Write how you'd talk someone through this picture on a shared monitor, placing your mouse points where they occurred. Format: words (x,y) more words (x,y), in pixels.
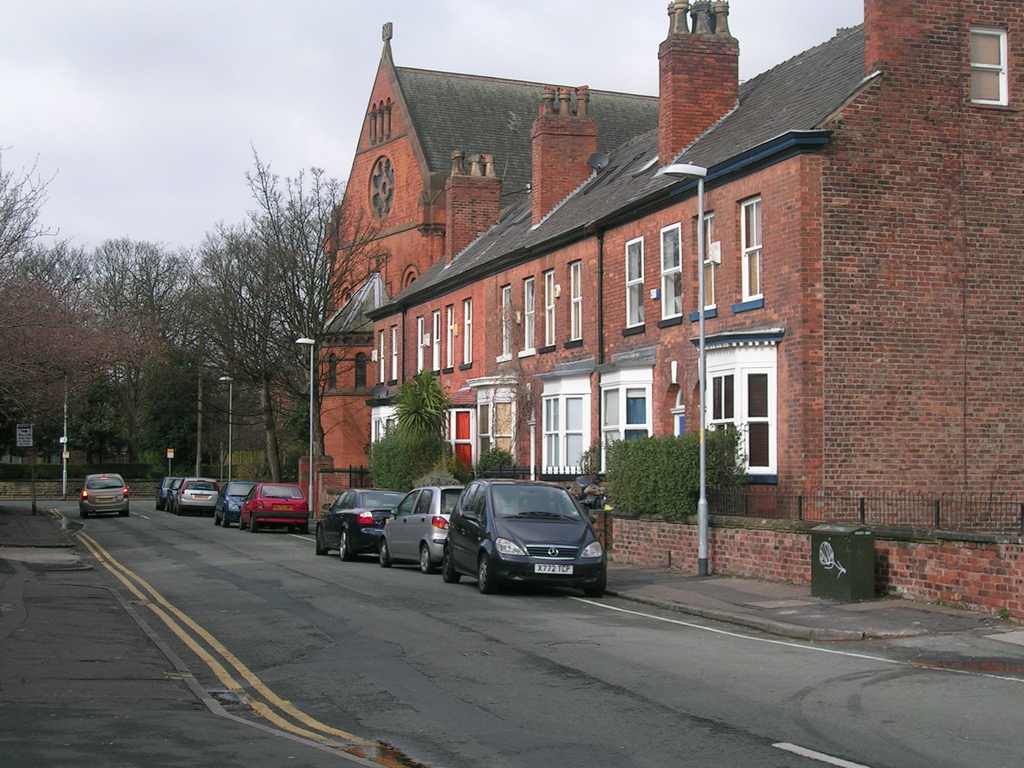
In this image I can see the road (403,636), few vehicles (370,528) on the road (381,621), few poles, few trees (206,338) and a building (481,297) which is brown and black in color. I can see few windows (639,325) of the building (577,369) and the sky (205,87) in the background (205,87).
